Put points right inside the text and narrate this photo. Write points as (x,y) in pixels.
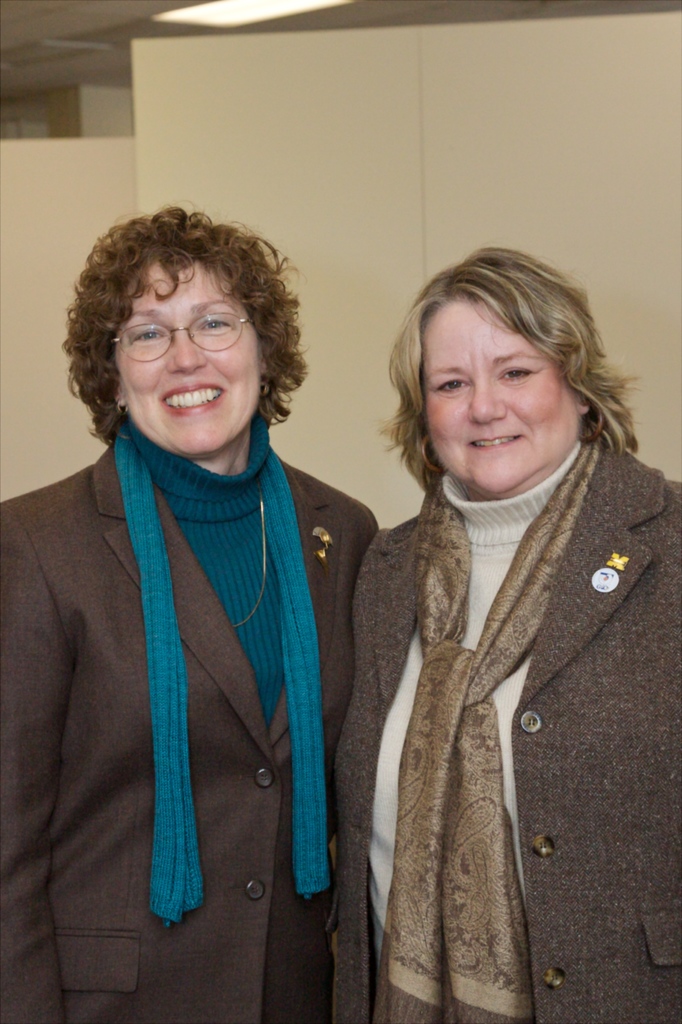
In this picture we can see two women (311,785) standing and smiling. There is the light (213,15) and other objects (362,110) are visible in the background (485,97).
